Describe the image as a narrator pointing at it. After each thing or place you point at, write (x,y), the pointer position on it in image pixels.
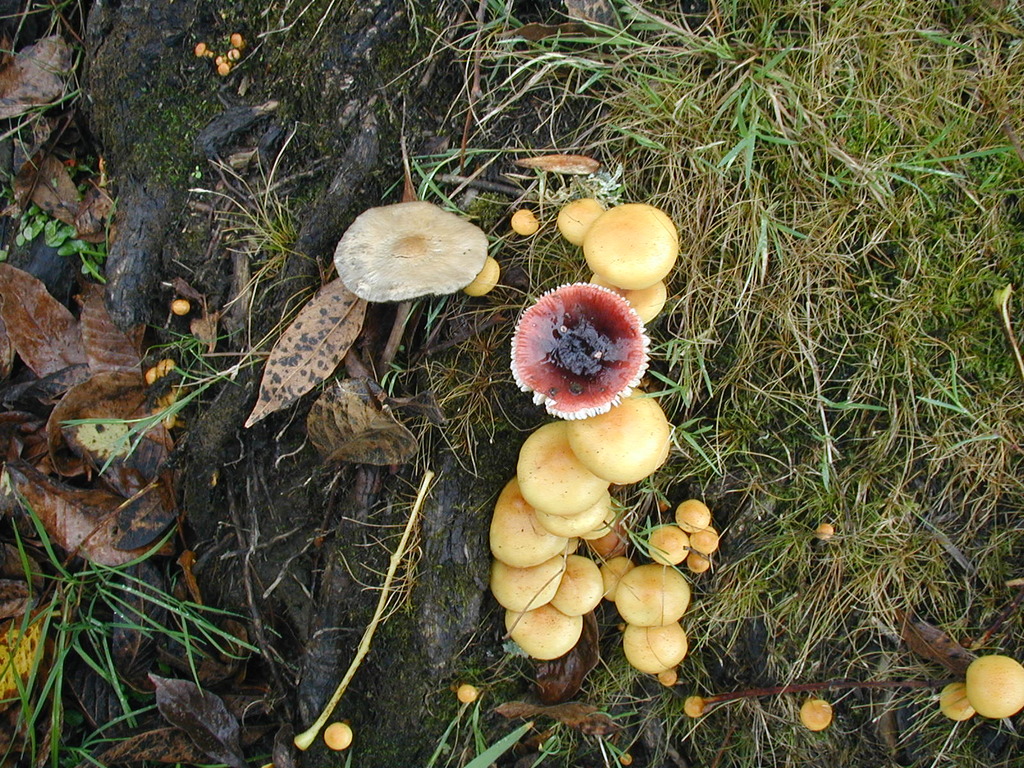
In this image, I can see different types of mushrooms (600,427). This is the grass (898,276), which is green in color. I think these are the branches (154,248) and dried leaves (304,381).
